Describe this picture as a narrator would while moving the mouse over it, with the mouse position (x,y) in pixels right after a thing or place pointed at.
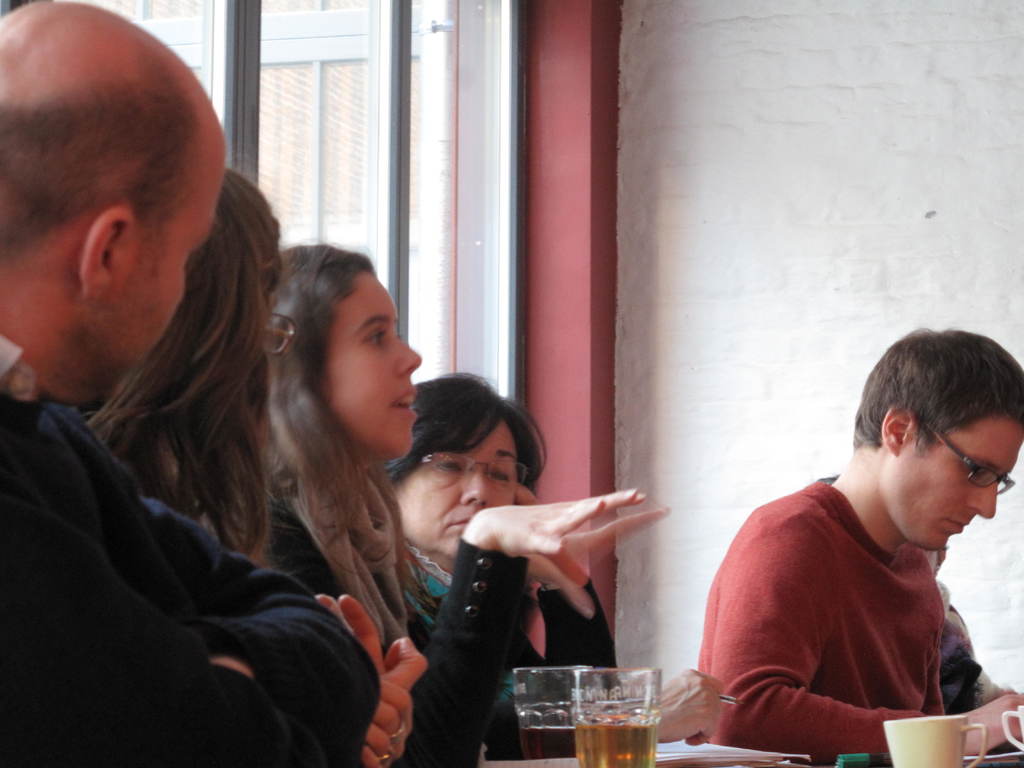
In the image we can see there are people (385,549) wearing clothes (330,560) and some of them are wearing spectacles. Here we can see two glasses (566,738) with liquid (608,744) in it, tea cup (978,751) and papers (716,752). Here we can see the wall (834,223) and a glass window (378,172).
